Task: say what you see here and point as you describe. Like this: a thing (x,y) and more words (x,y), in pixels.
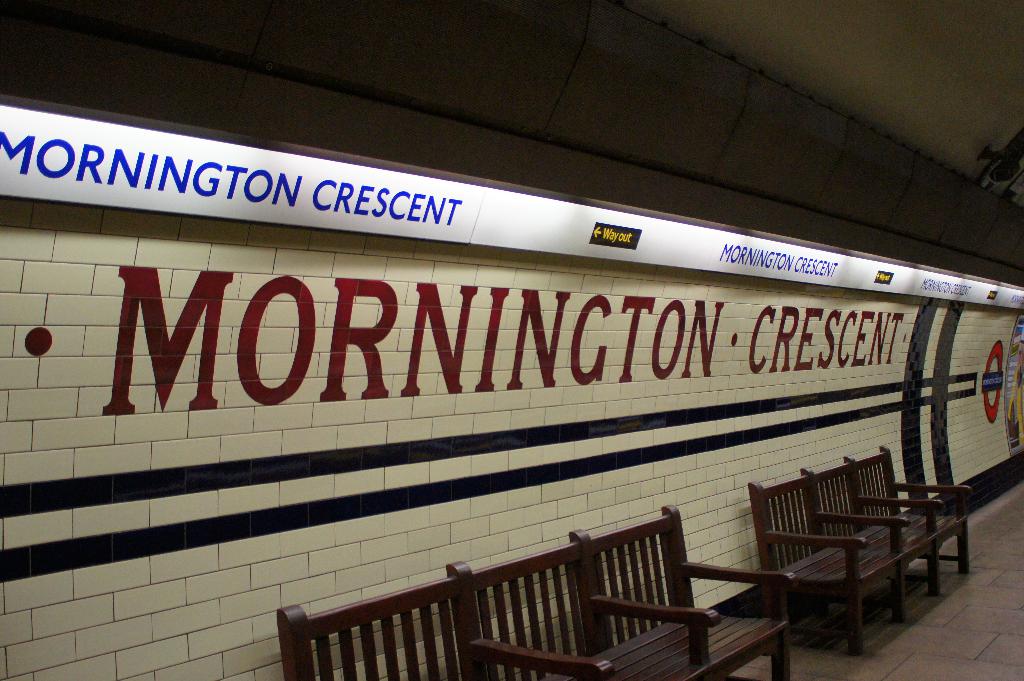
Here I can see few empty chairs (701,611) on the platform (917,642). At the back (594,431) there is a wall (654,372) on which I can see some text (415,349) and on the top of it there is a white color board (638,240) on which I can see some blue color text (347,199).
